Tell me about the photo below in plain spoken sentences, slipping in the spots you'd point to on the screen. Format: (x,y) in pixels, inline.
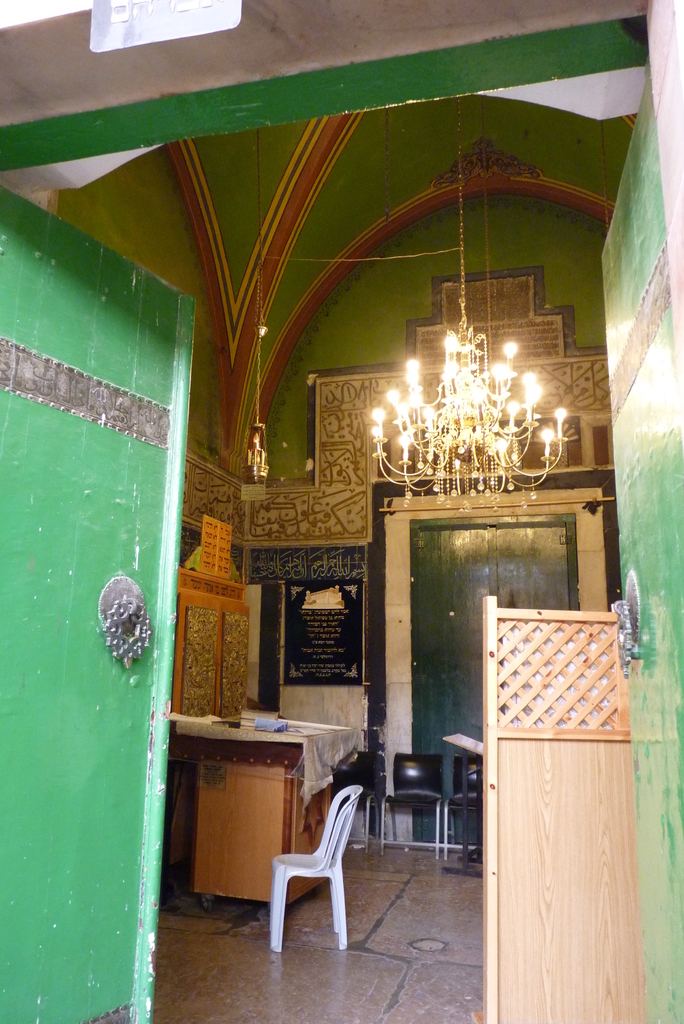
In the picture there is a room (338,563), the room (316,437) is painted in green color. There is a table (281,769) and in front of the table (301,800) there is a chair (293,864), behind that there are many other empty chairs (470,780). There are beautiful lights (472,338) hanging down from the roof (467,130).
